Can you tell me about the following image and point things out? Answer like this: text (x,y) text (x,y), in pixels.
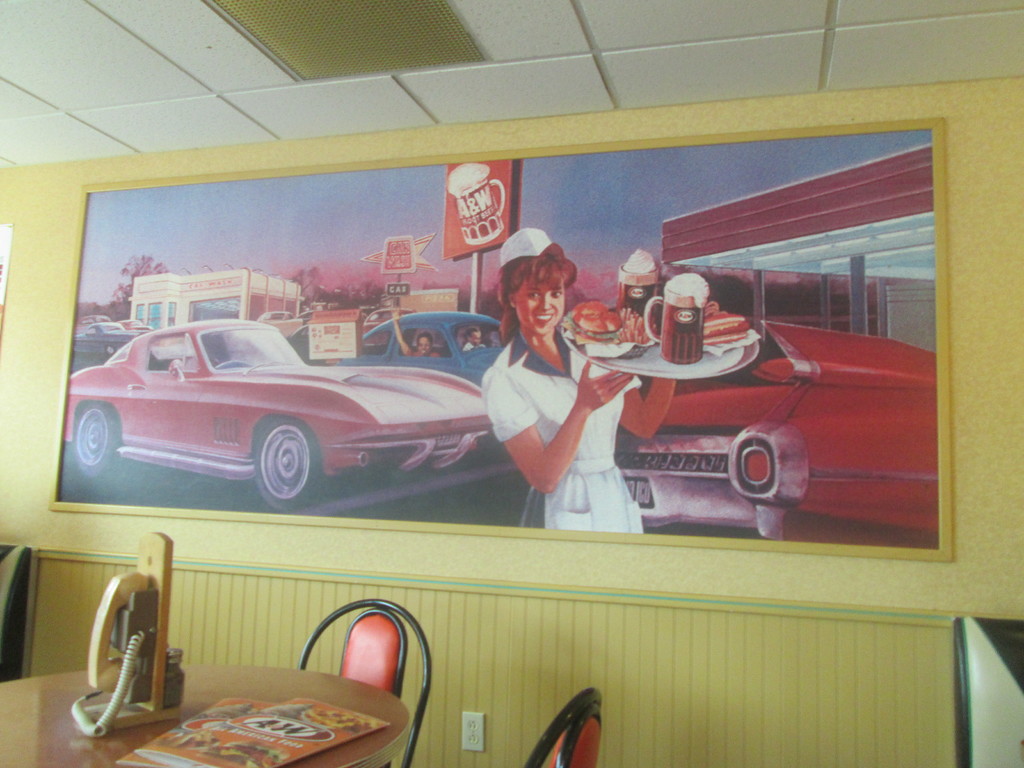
In this image we can see a table (307,694), and telephone (156,636) on it, there are the chairs (383,672), there is the photo frame (577,381) on the wall (646,712), at above here is the roof (499,90).
